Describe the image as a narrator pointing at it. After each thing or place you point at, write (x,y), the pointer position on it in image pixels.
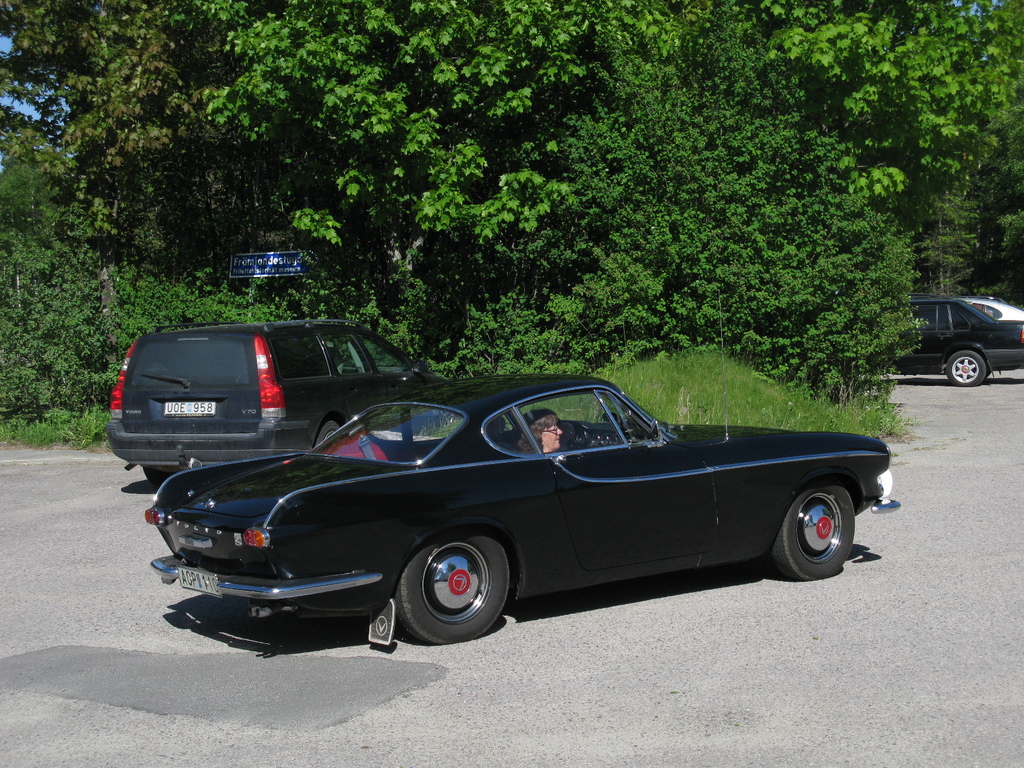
In this image in front (766,474) there is a person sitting inside the car (636,471). Beside the car (783,484) there are three other cars (958,377) on the road (713,612). In the background of the image (280,268) there is a board (253,267). There are trees (153,85) and sky (19,106).
